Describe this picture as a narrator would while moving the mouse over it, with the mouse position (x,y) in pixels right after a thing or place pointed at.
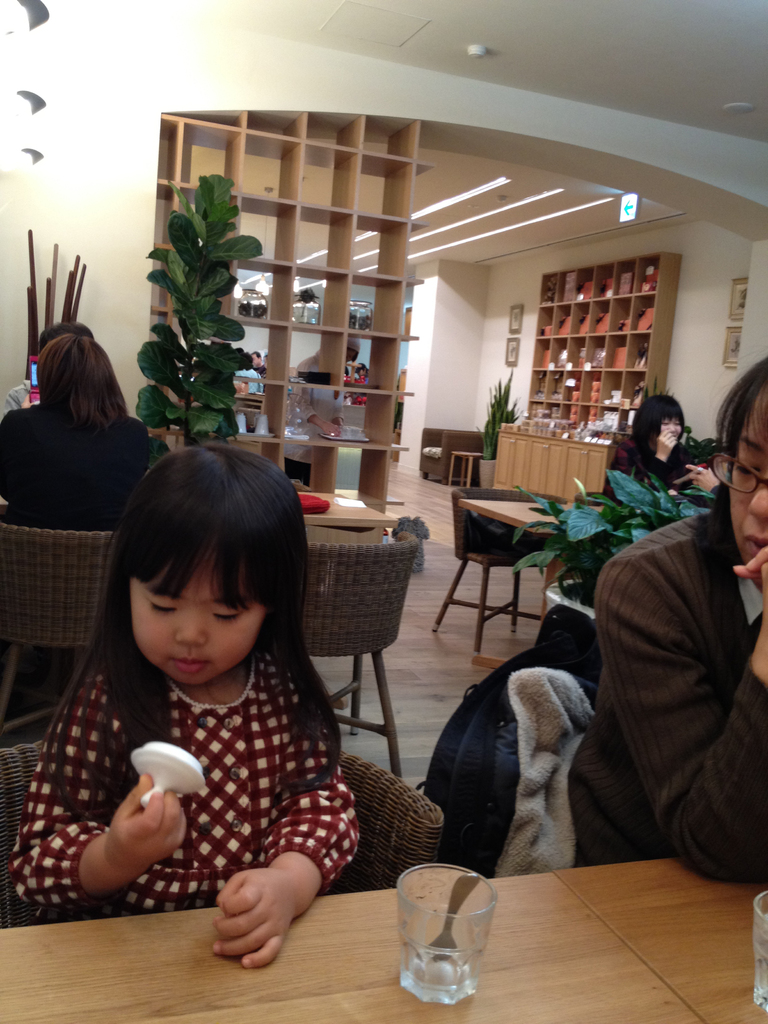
This is an image clicked inside the room (602,99). Here I can see a woman (645,699) and a baby (210,828) are sitting on the chairs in front of the table (641,994) on which two glasses (403,925) are placed. In the background (37,480) I can see some more people (30,435) are sitting on the chairs (40,539). On the right side of the image (604,383) there is a rack (588,336) in which few objects (594,383) are placed and here I can see few plants (580,544).
